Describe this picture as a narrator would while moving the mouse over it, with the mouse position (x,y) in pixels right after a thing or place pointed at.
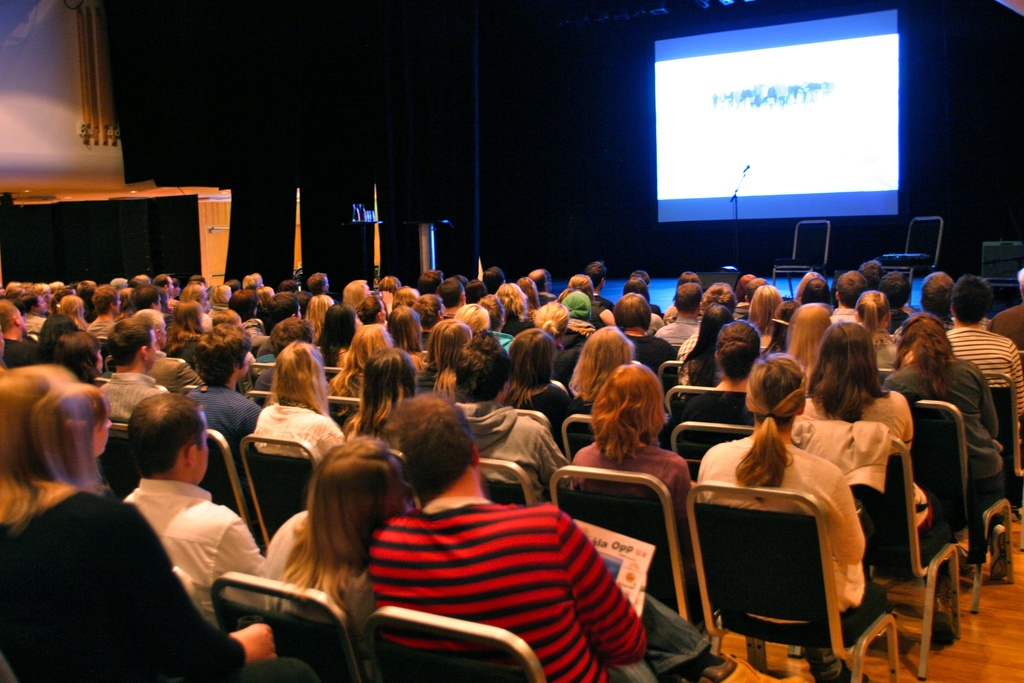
In this image we can see some people (622,366) sitting on chairs (1010,418) and the place looks like an auditorium (1000,214) and there are two chairs (807,262) and a mic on the stage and we can see a screen (761,70).
